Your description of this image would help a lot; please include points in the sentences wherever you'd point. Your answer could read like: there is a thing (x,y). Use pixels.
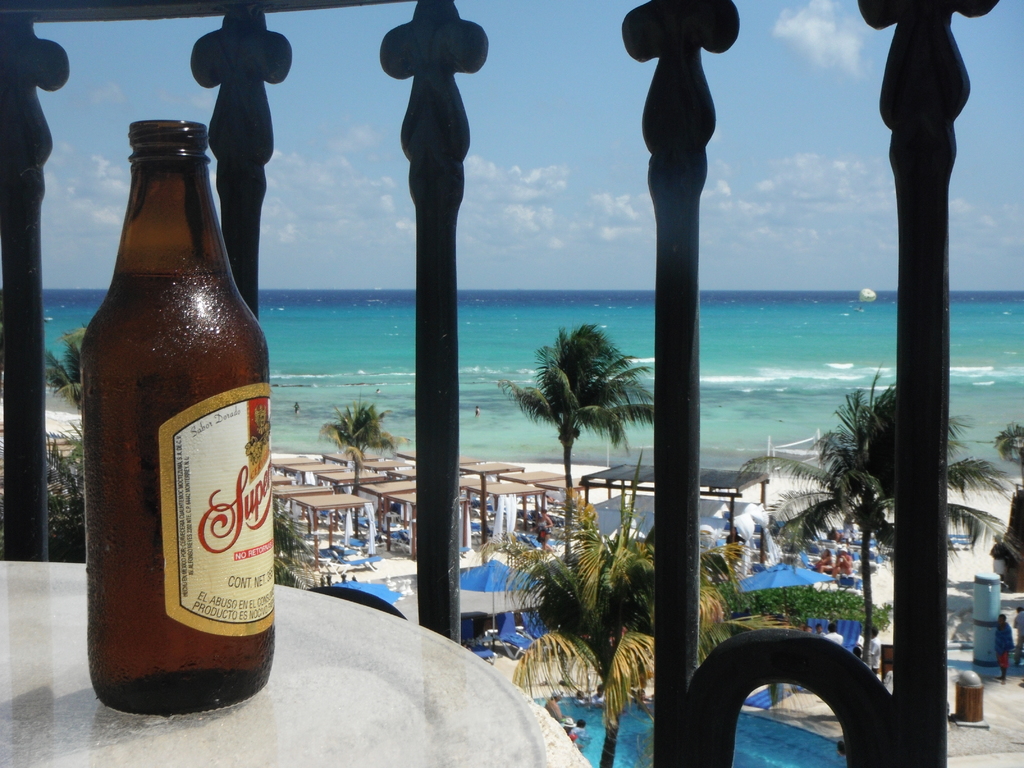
There is a bottle (218,496) on the table (307,722). And to the down there are some trees (616,652), with some tents (363,503). A swimming pool (761,726) to the bottom corner (779,746). And a beach (790,380) with blue sky (789,185) and some clouds (797,193) on it.
